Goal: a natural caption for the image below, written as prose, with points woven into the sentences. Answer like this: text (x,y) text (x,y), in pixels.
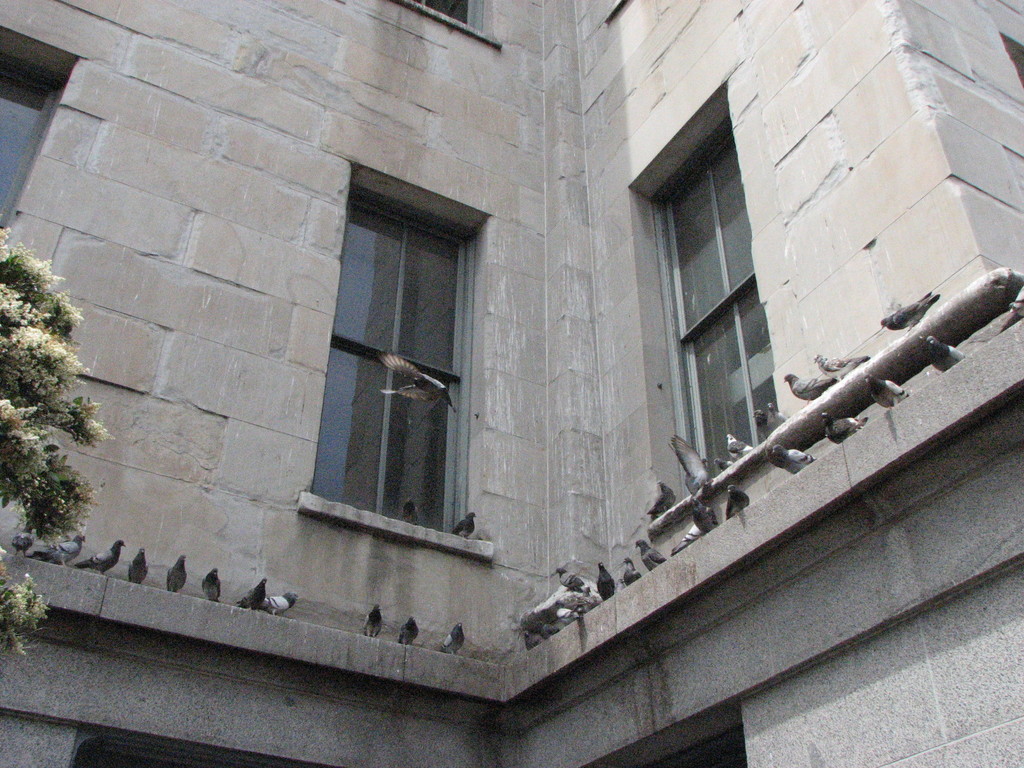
In this picture we can see a bird (431,379) is flying in the air and some birds (273,607) are on the wall (146,604). Behind the birds (848,433) there is a building (346,291) with windows (346,291). On the left side of the birds (265,593) there is a tree (22,375).
